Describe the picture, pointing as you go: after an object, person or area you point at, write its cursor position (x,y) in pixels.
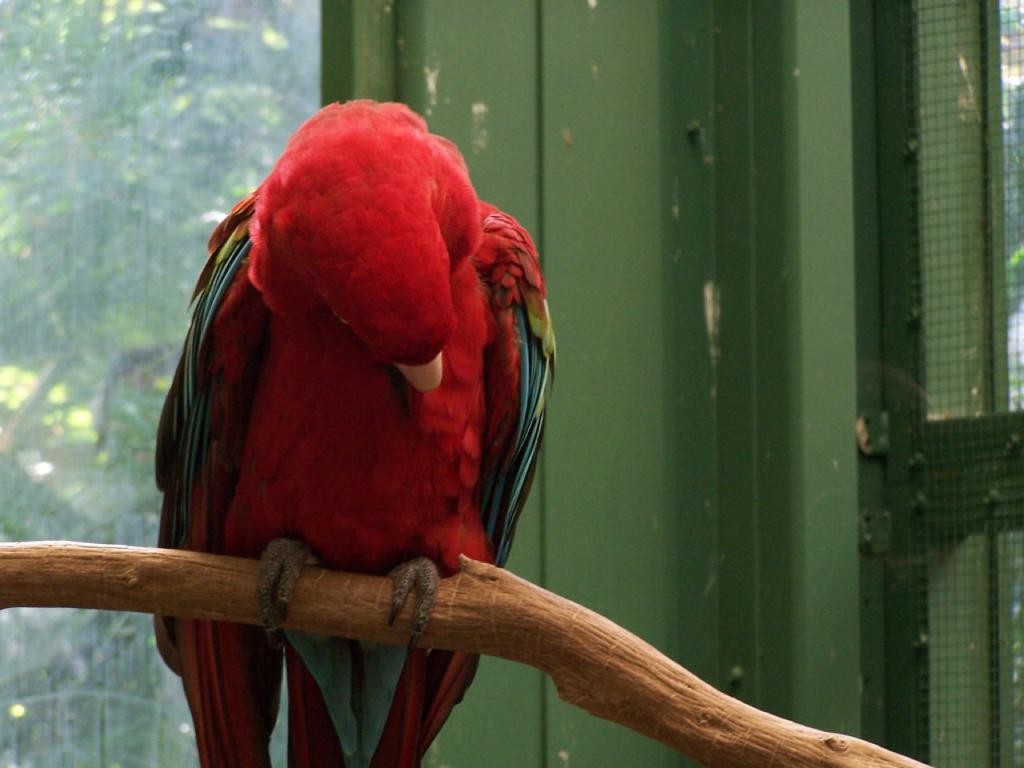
The picture is taken in a cage (509,677). In the center of the picture (412,387) there is a red colored parrot (347,437), on the stem (571,643). On the right (978,718) there is a window (976,322). On the left (91,333) there is a glass (128,251), outside the glass (142,159) there are trees (186,165).
